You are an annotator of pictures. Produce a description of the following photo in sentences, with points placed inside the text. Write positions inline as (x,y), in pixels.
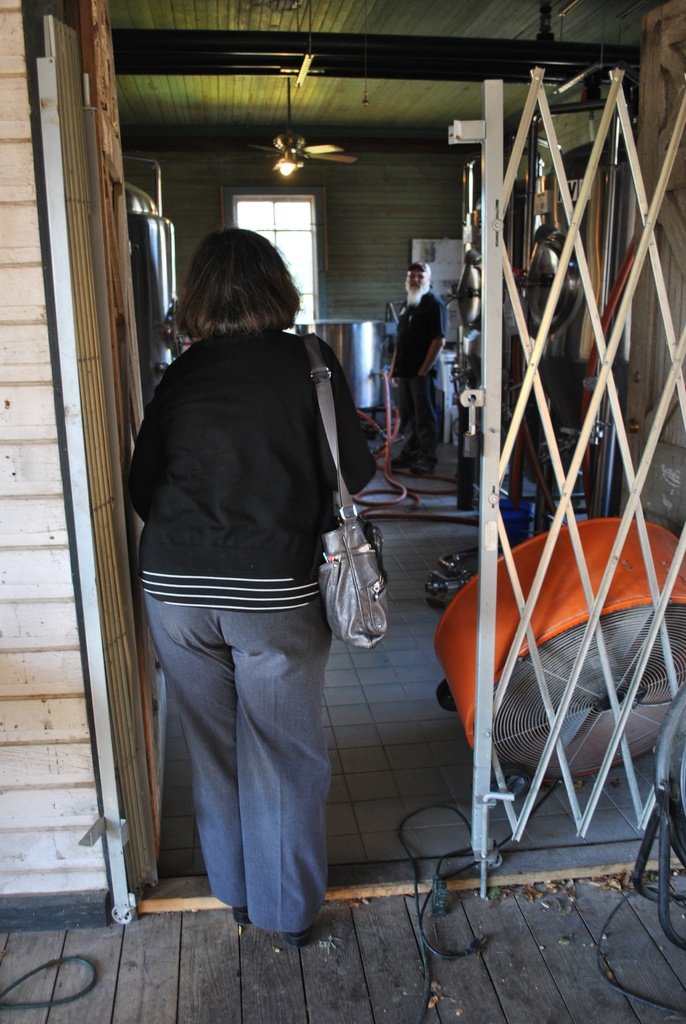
In this image a woman (293,680) is carrying a bag (332,440) and she is standing near the door (59,167). A person (420,322) is standing near a machine (343,358). There are few objects (552,680) on the floor (496,834). There is a window (305,228) to the wall (373,195). There is a lamp (293,163) hanged to the roof (268,120).
